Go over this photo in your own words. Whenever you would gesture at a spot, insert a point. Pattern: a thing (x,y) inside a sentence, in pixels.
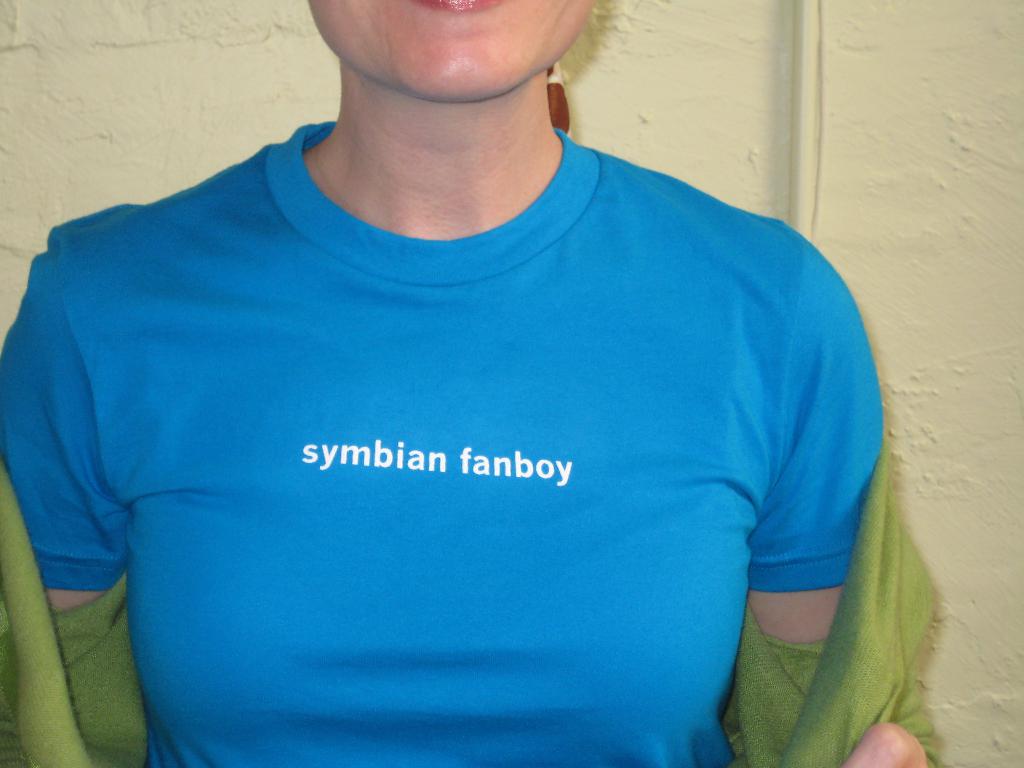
In this image, I can see a person (287,452) with clothes (196,423). In the background (127,118), there is a wall (966,419).
